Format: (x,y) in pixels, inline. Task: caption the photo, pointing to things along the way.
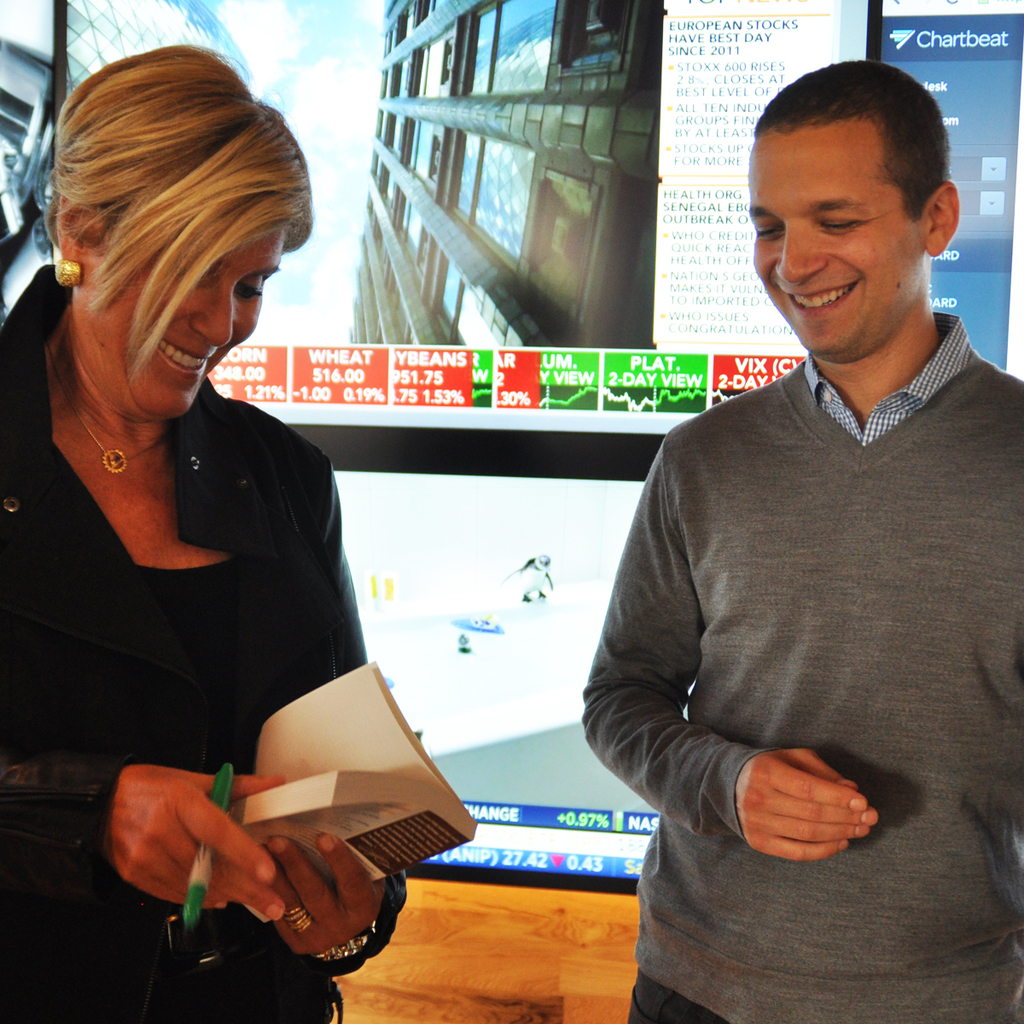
In this image I can see a woman (124,657) wearing black color dress (144,653) is standing and holding a pen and a book (298,827) in her hand (262,787). I can see another person (848,650) wearing grey colored dress (876,650) is standing and smiling. In the background (480,965) I can see the brown colored surface (497,940) and few television screens (525,563).
